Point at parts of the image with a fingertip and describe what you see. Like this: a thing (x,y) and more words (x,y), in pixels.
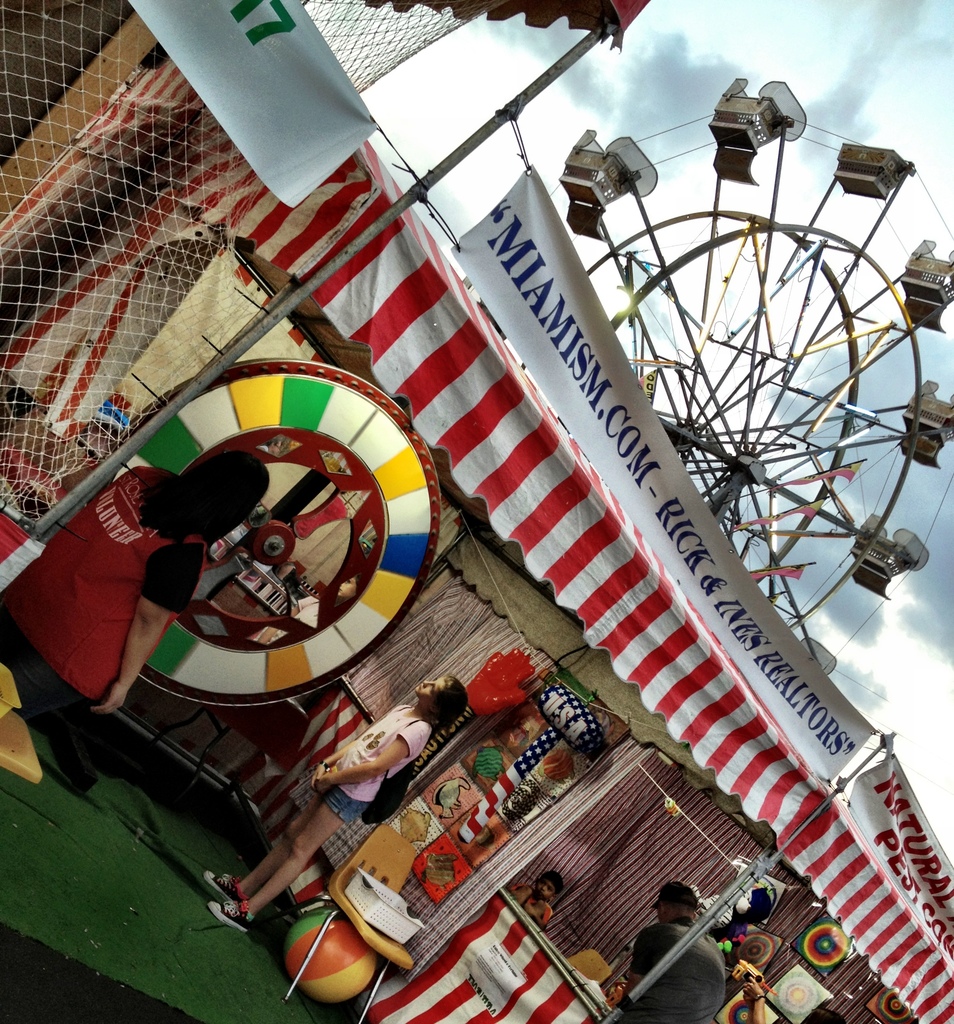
This image is taken outdoors. At the left bottom of the image (90,951) there is a mat (113,916). At the top of the image (729,43) there is the sky (807,38) with clouds (610,71). In the middle of the image (456,441) there is a tent (584,518). There are a few curtains (591,859). There are many toys (478,750). A kid (365,793) and a woman (60,659) are standing on the floor (241,866). There is a chair (361,934) and there is a wall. There is a basket (395,909). There is a giant wheel (748,143). There are three banners (560,355) with text (752,622) on them.
